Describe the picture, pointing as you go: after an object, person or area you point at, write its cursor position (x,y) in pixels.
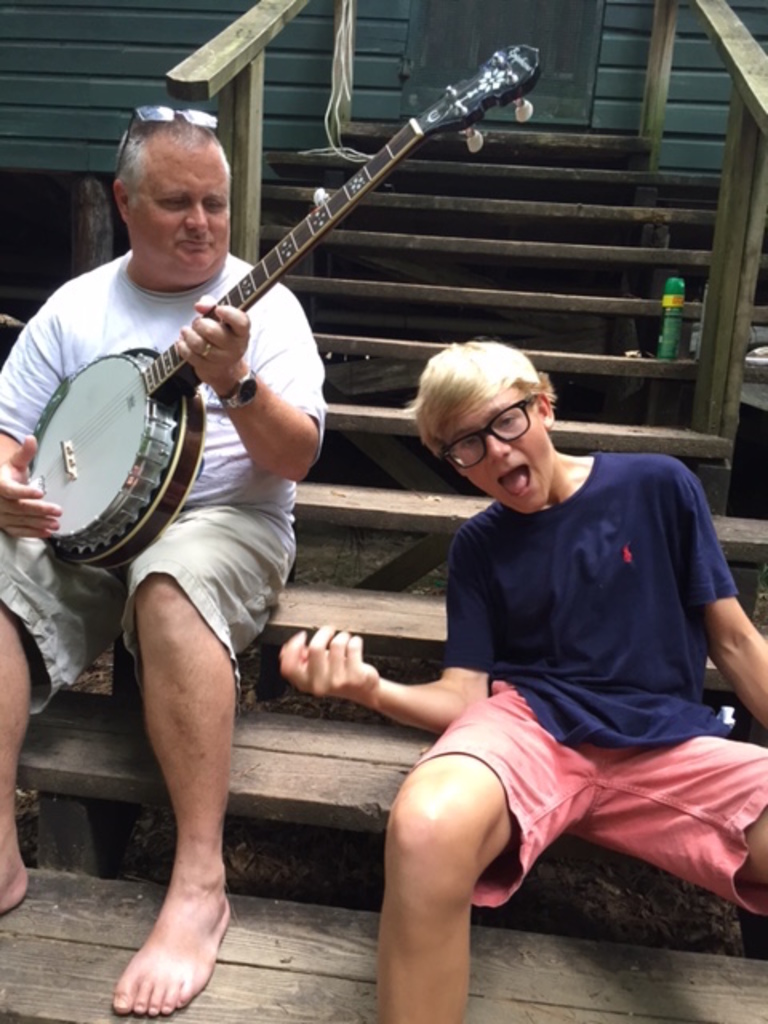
Here on the left (214,361) we can see one man (206,350) sitting on the steps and coming to the right (597,629) he is also sitting on the steps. And he is opening his mouth (521,482). And coming to the background (587,25) we can see there is a wall (623,75). And he is holding some musical instruments (165,386).
